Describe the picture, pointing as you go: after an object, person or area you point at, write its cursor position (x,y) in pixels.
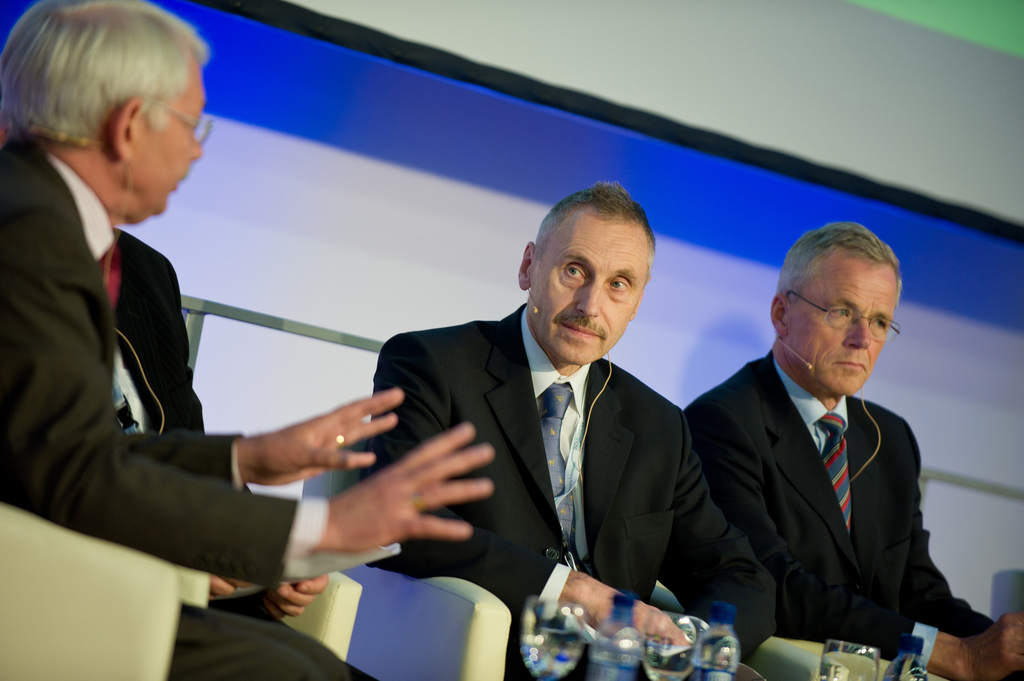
In this image I can see there are few persons (650,419) sitting on sofa set (16,609) and they are wearing a black color jackets (818,481) and at the bottom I can see bottles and in the back ground (483,175) I can see blue and white color wall (555,164).
